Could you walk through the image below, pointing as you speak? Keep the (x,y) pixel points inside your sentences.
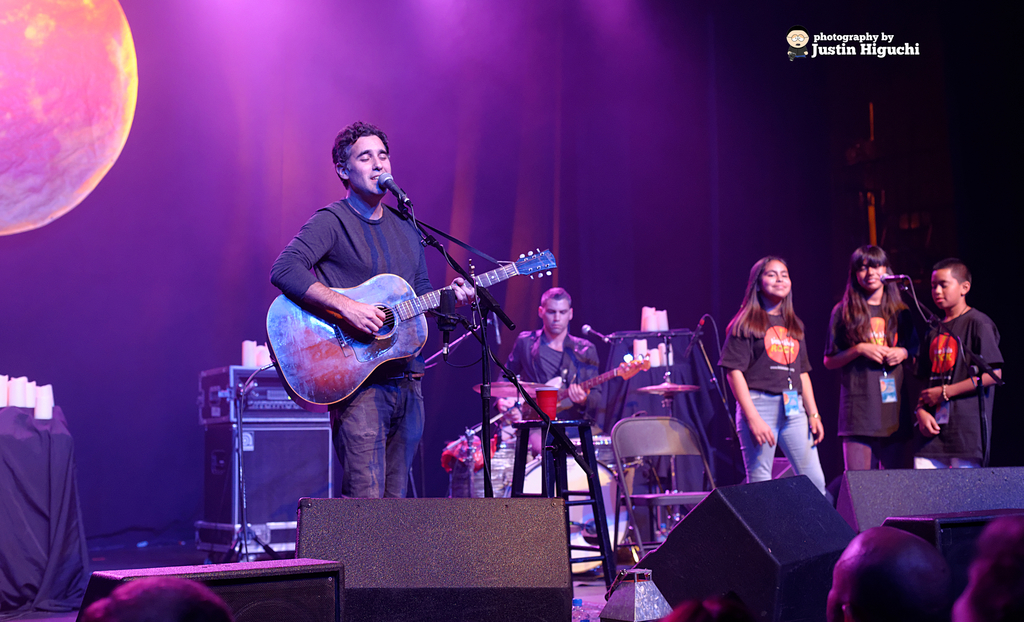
In this image i can see a group of people (388,404) are standing on the stage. I can also a man (363,273) is playing a guitar (344,344) in front of a microphone (452,314).
